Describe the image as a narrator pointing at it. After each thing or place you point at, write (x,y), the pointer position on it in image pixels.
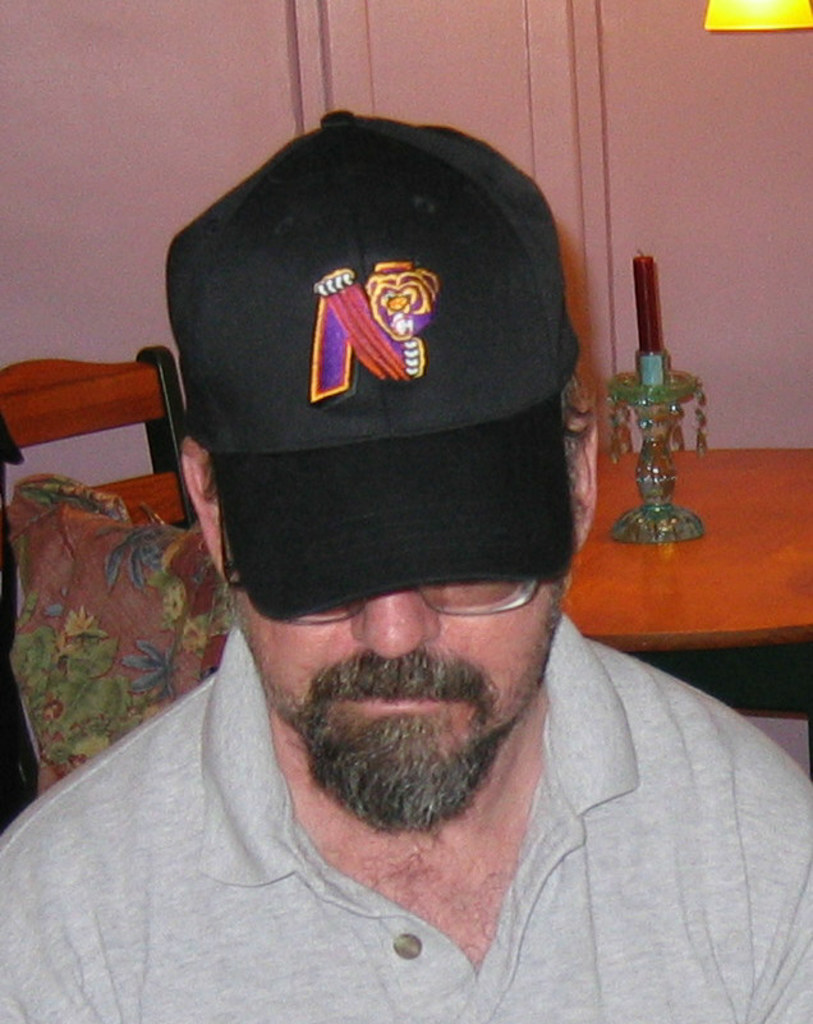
Here I can see a man (361,918) wearing a t-shirt (268,846) and cap (321,348) on the head (383,809). At the back of him there is a table (724,579) and a chair (64,592). In the background (203,121), I can see the wall (220,93).
